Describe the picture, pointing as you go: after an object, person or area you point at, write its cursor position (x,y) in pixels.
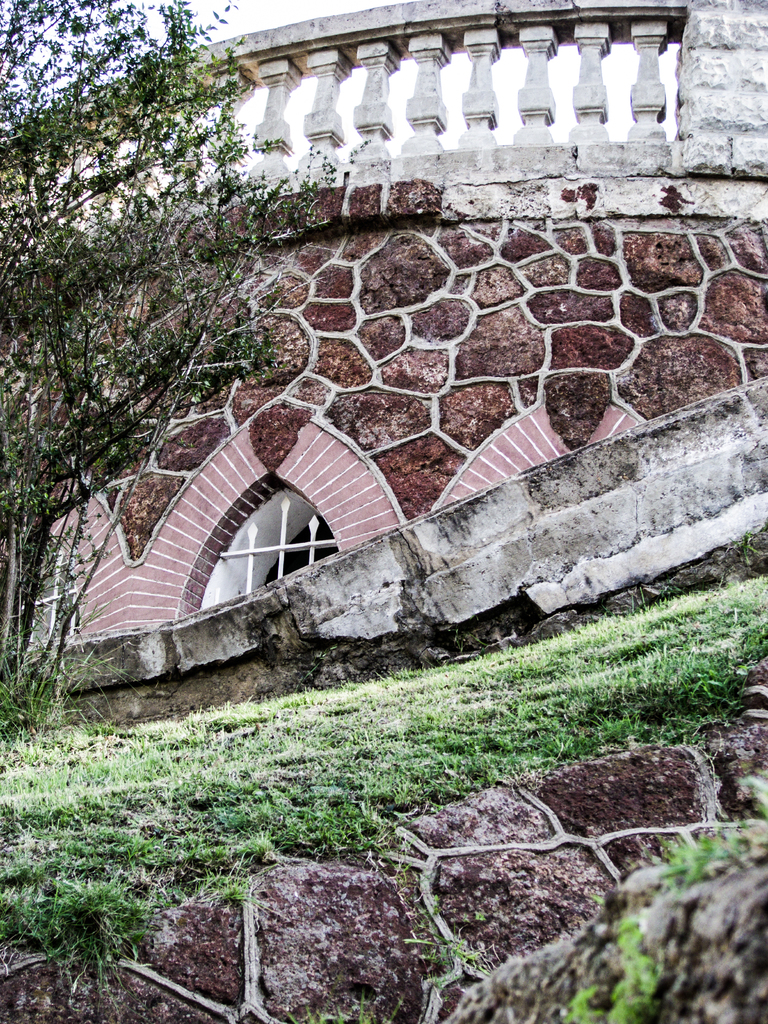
In this image I can see on the left side (141,286) there are trees (141,237), in the middle (302,451) it is the construction (605,365). At the bottom (469,737) there is the grass (605,715).
